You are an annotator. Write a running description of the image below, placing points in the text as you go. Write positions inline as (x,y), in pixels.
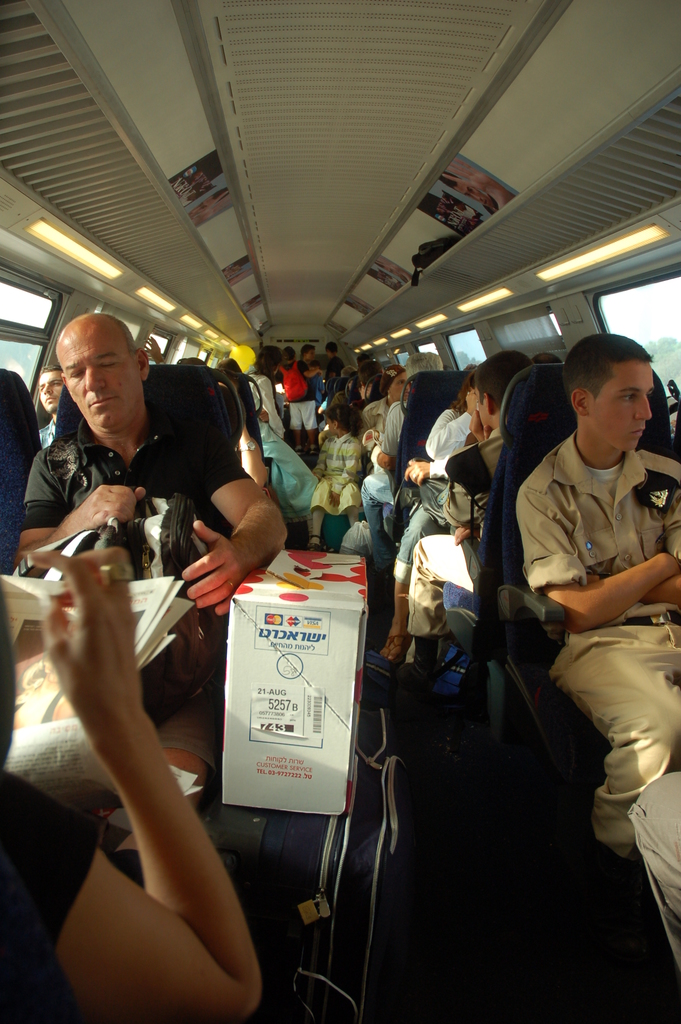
In this picture there are people (310,509) those who are sitting on chairs (238,434) in series on the right (543,591) and left side of the image (138,406), it seems to be a train (144,309).
